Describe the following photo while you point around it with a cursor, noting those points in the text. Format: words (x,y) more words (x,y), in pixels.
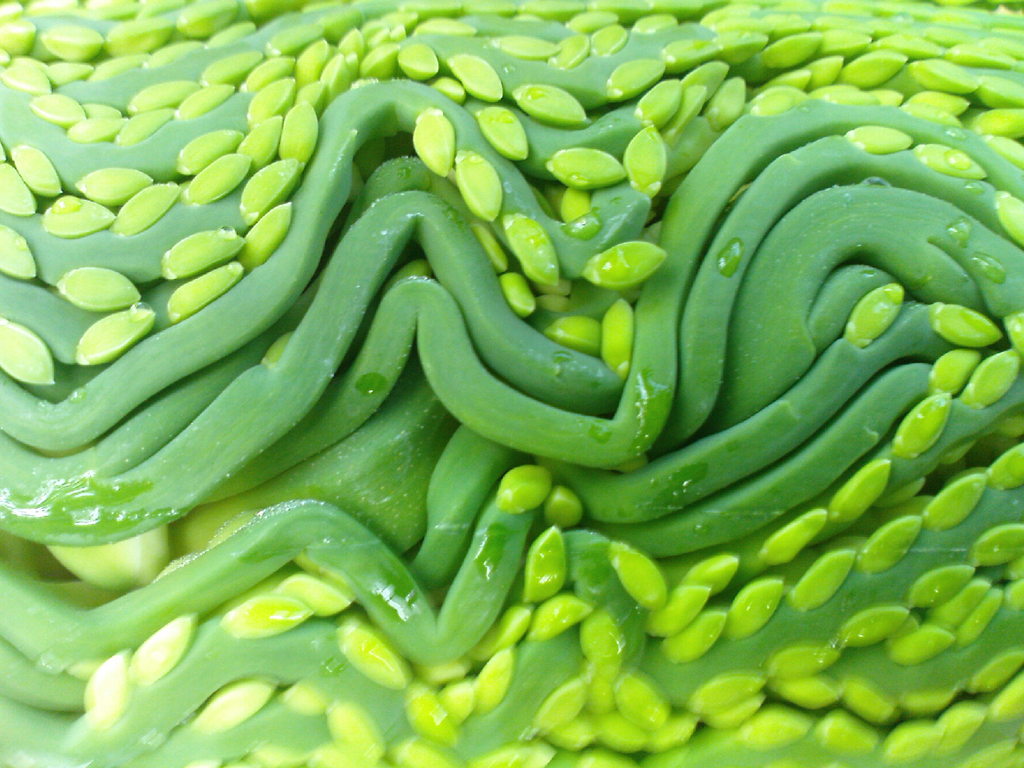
In this image we can see some green vegetables (383,351).
